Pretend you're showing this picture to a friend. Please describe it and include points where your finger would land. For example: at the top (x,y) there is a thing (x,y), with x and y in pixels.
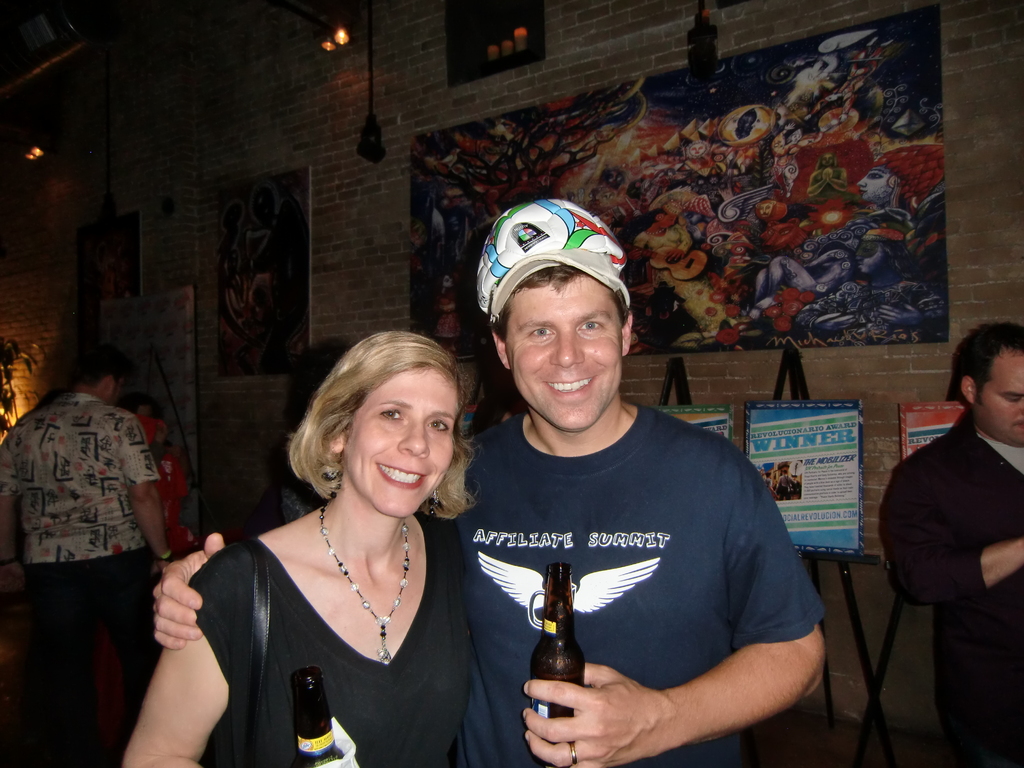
There is a woman (466,445) and a man (499,710) holding a bottle (542,647) with their hands (532,719). They are smiling and he wear a cap (553,243). Here we can see some persons (963,719). On the background (376,280) there is a wall (378,185) and this is frame (762,221). And these are the lights (40,149).
